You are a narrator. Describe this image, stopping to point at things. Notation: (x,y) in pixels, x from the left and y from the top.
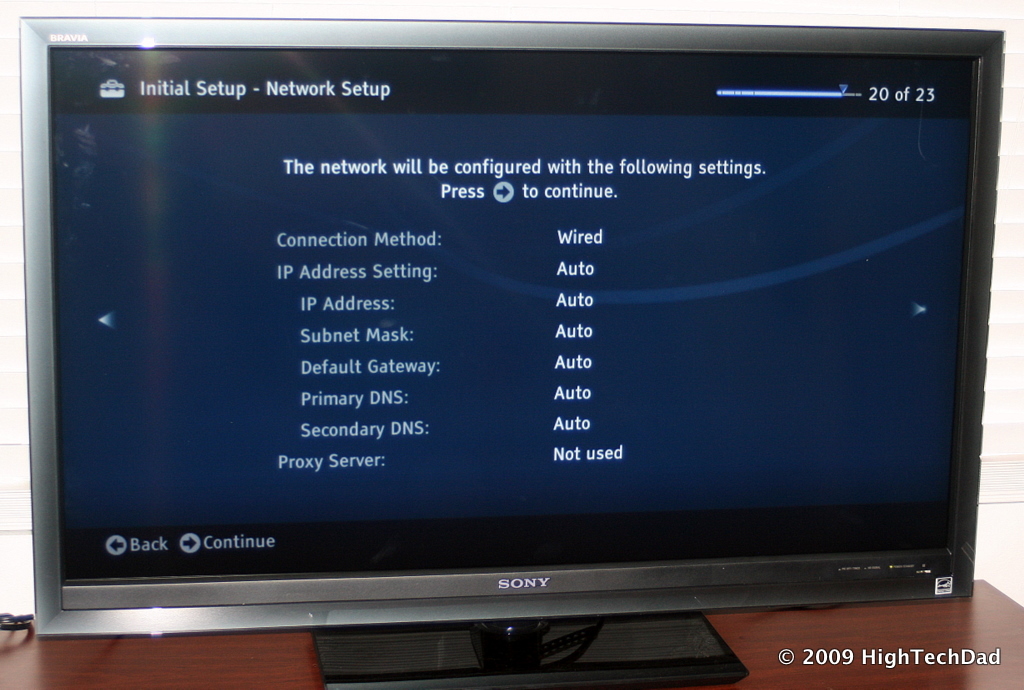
In this image there is a monitor (341,335) with some text (337,302) on it, the monitor (344,435) is on top of the table (61,648), behind the monitor (56,602) there is a cable (13,627) and a curtain (14,110), at the bottom of the image (940,652) there is some text (791,656).
